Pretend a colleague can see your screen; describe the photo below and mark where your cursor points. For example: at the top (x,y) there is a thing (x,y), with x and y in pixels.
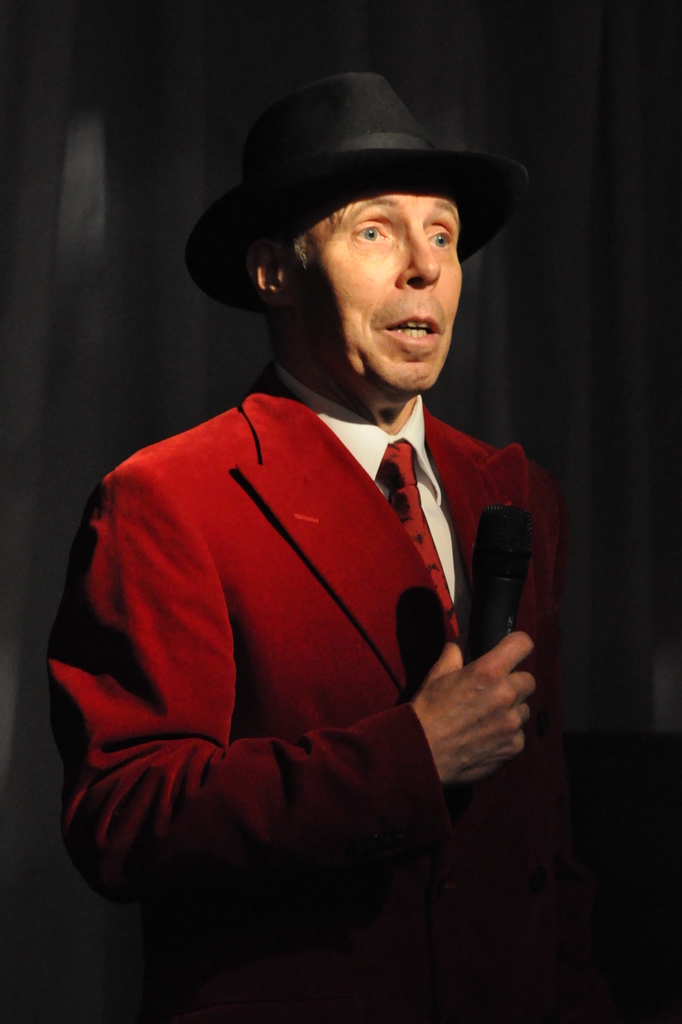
In this image I can see a man (517,669) is talking in the microphone (492,614). He wore red color coat (426,584), tie (432,557) and white color shirt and also he wore a black color hat (345,196).
